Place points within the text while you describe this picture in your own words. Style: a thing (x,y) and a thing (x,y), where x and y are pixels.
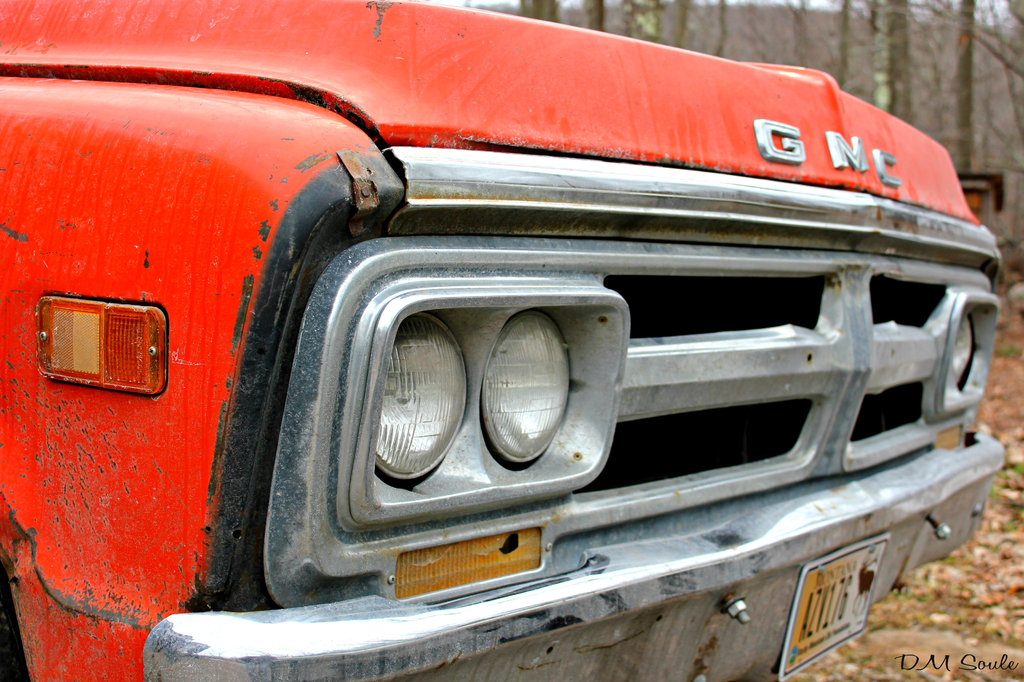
In this image in the center (480,280) there is a car (560,220) which is red in colour. In the background (680,31) there are trees (820,36). On the ground (966,575) there are dry leaves (978,579).
